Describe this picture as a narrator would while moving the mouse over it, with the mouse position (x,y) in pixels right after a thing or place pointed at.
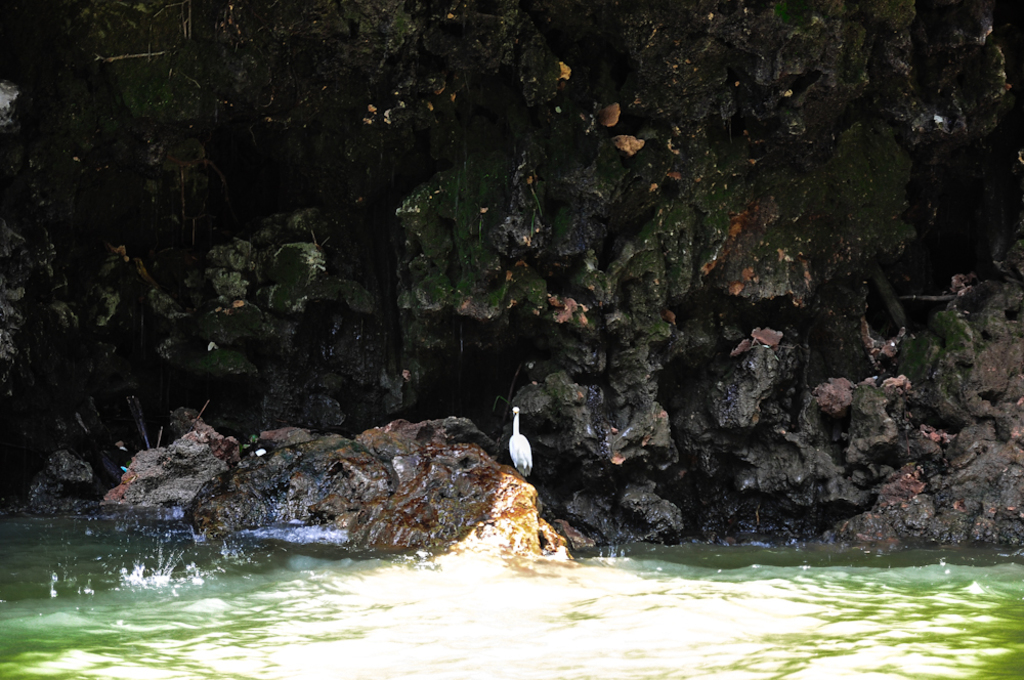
In this image, we can see a crane (516,451) on the stone (439,503). In the background (584,522), there is a rock wall (466,266). At the bottom of the image (471,638), we can see the water (331,655).
